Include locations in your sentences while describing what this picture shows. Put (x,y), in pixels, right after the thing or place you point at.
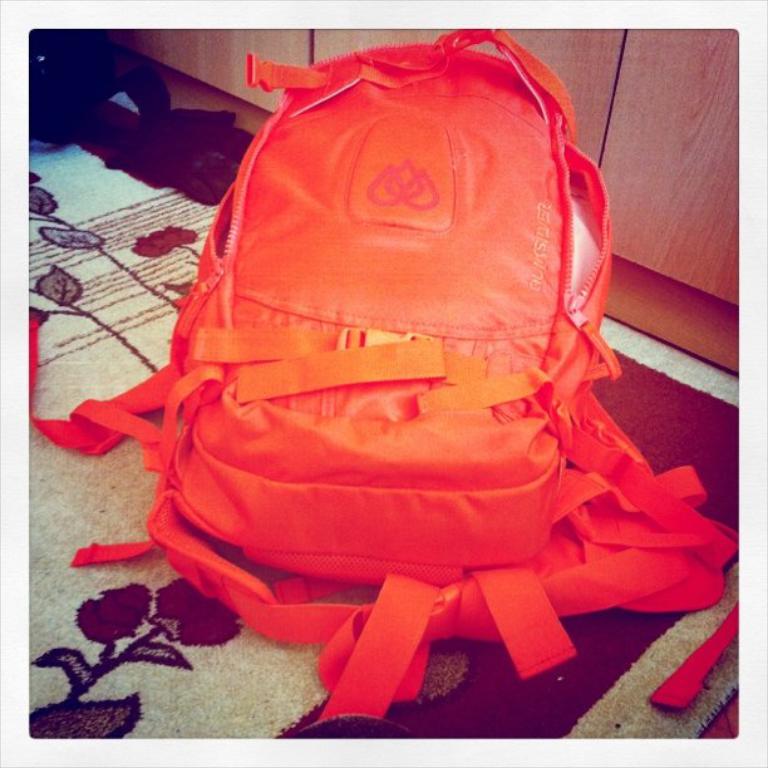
In this picture we can see a backpack (316,279).
